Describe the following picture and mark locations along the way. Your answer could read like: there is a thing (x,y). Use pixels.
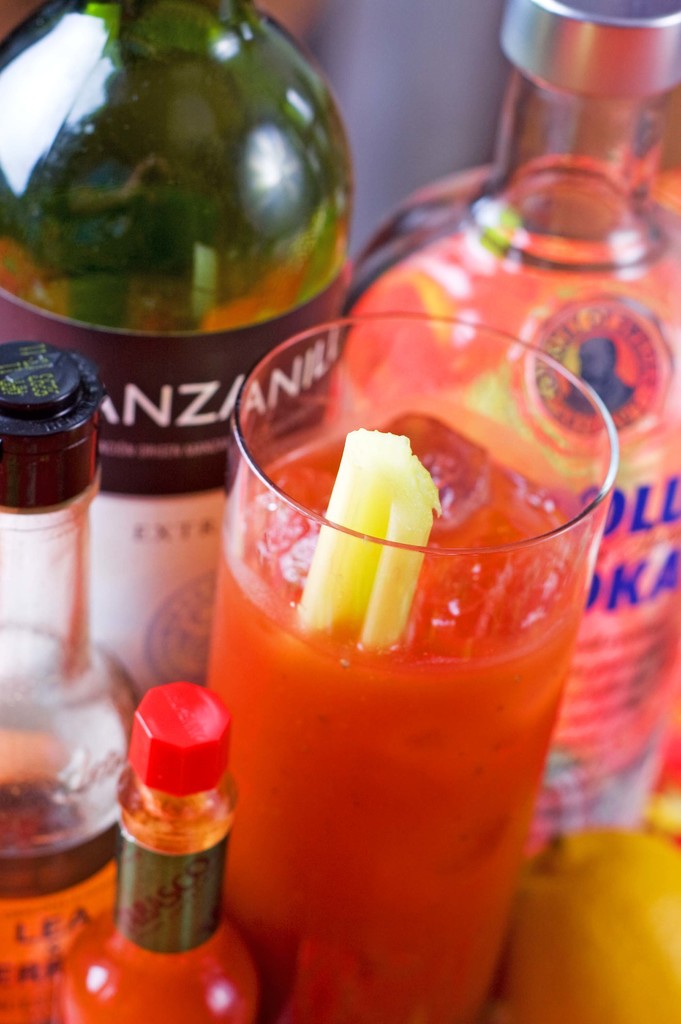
In this there are four bottles (270,336) and glass (395,729) filled with some drink (370,649) inside it.
